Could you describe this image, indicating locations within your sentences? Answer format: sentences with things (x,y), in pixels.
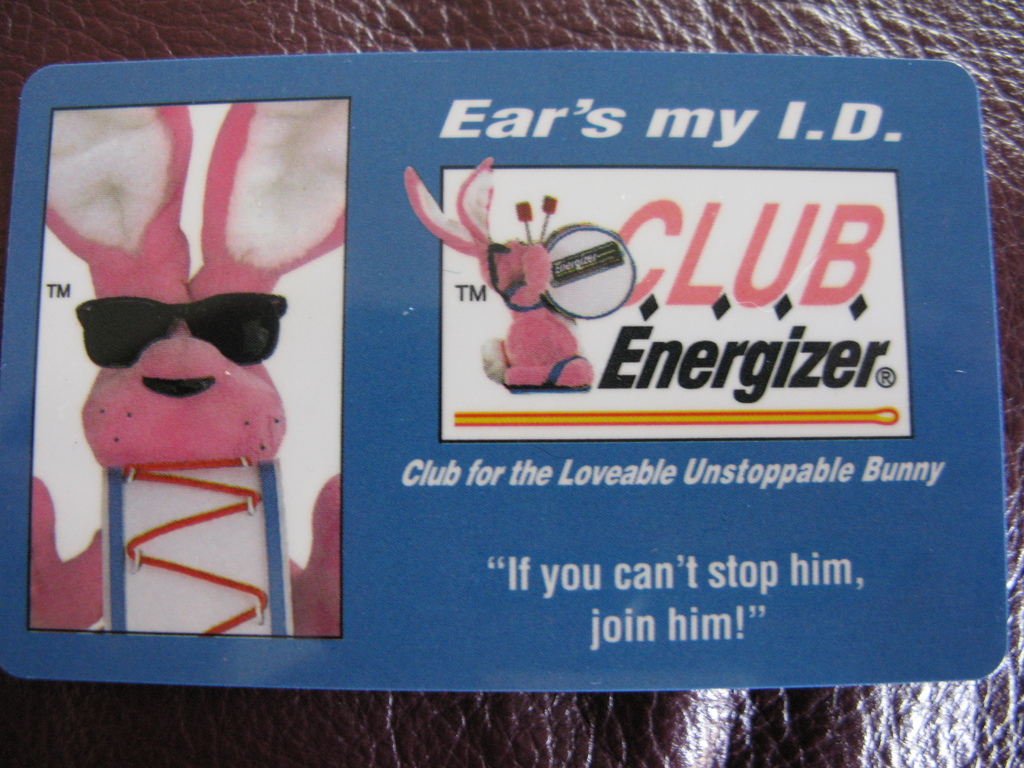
This looks like an identity card (701,461) with the pictures (259,385) of a rabbit (563,331) and the letters (648,583) on it. In the background (292,36), that looks like a leather cloth (854,718), which is brown in color.
